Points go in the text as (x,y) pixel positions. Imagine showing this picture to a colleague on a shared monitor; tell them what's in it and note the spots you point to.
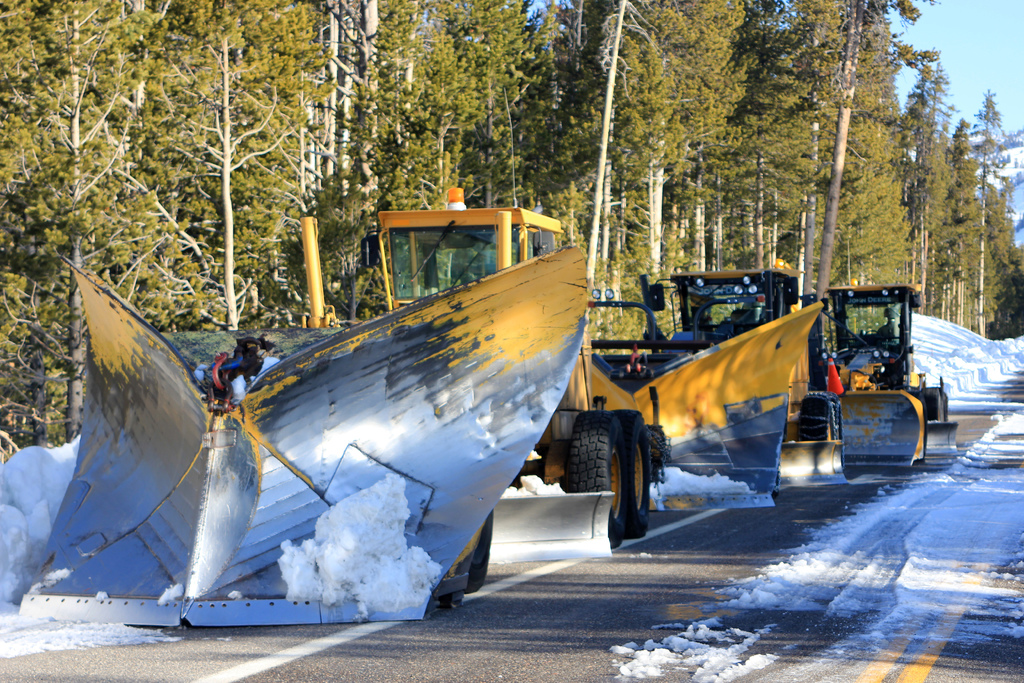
In the middle of the image (541,242) there are some vehicles (910,335) on the road (970,571). Behind the vehicles (853,355) there are some trees (961,311) and snow (922,328). In the top right side of the image (991,31) there are some hills (1018,139) and sky (950,70).
